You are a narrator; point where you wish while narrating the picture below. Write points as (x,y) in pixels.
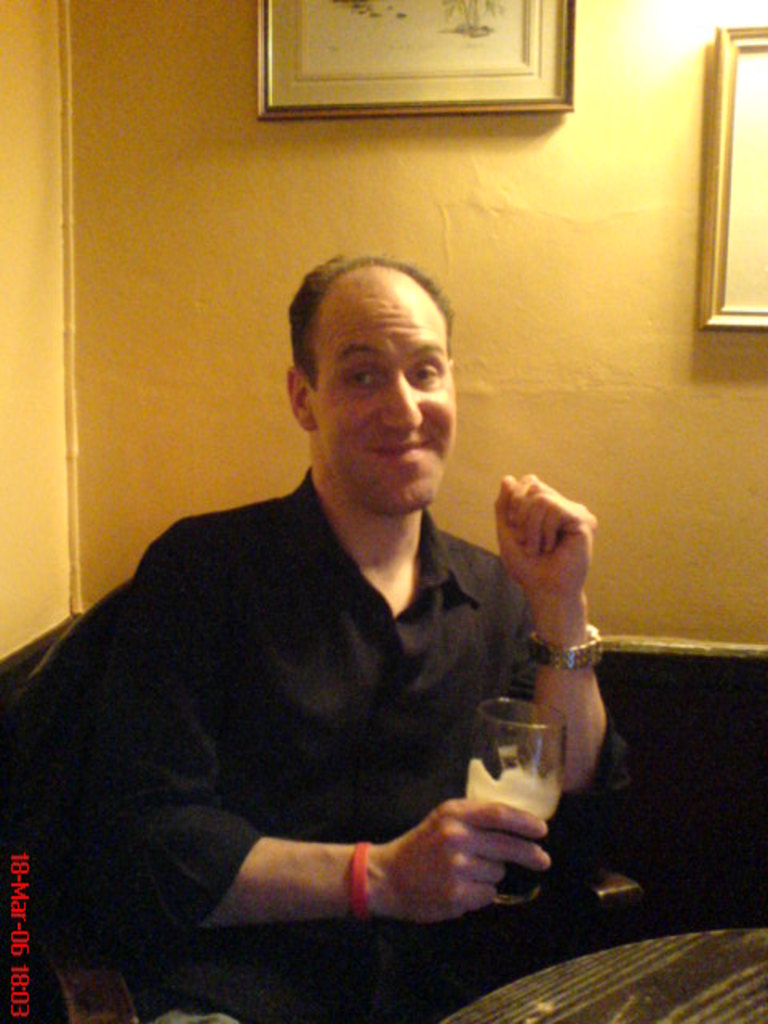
In this image in the front (700,1011) there is a table (633,1004) and in the center (324,664) there is a man (340,760) sitting on the chair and smiling and holding a glass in his hand (510,855). In the background (392,197) there are frames (564,101) on the wall (581,215).
